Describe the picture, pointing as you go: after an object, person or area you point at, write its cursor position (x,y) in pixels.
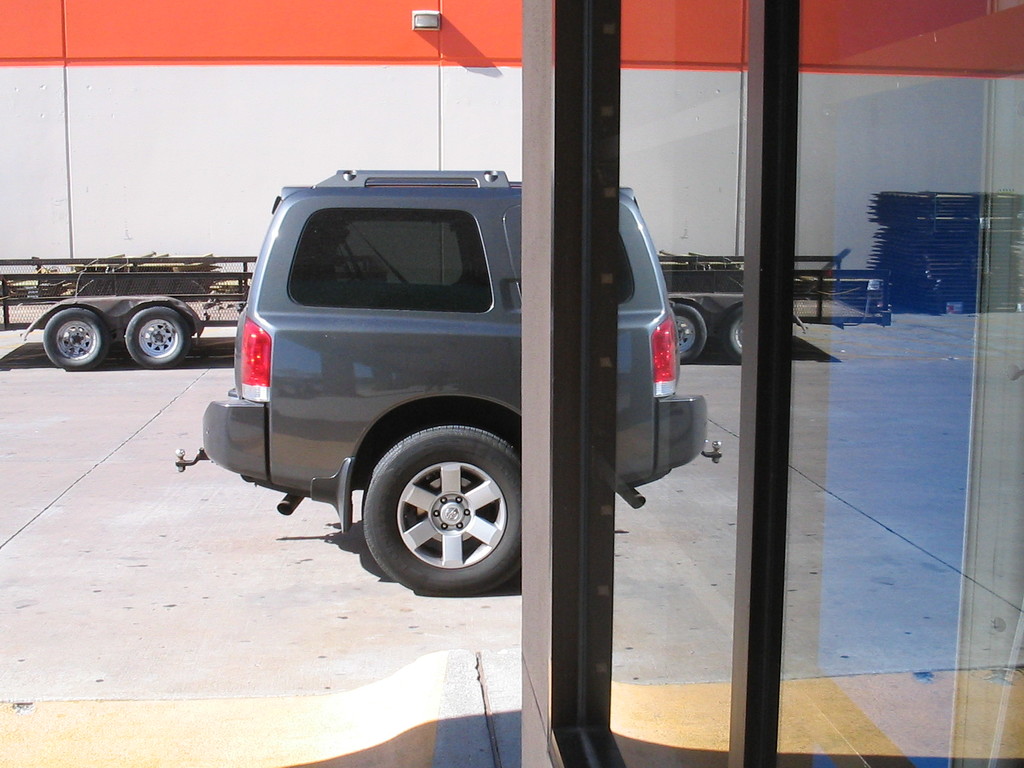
In this image I can see the vehicles (216,444) on the road (200,583). I can see the white and an orange color background (154,147). To the right (690,540) I can see the glass (811,619). In the glass (888,584) I can see the reflection (650,409) of vehicles (652,410) and few objects (909,279).
